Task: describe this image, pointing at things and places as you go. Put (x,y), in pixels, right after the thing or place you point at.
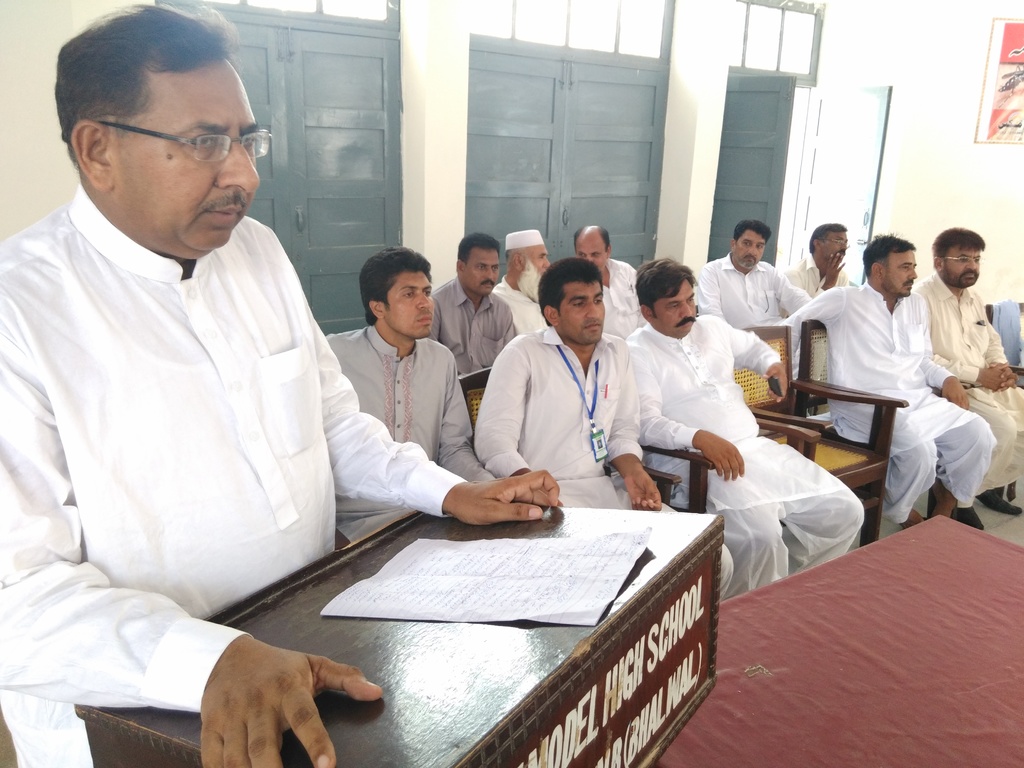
In the image we can see there are people (645,388) sitting and one is standing. They are wearing clothes (498,415) and some of them are wearing spectacles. Here we can see the podium (490,706) and on it there is a paper (545,609) and text (607,706). Here we can see the door (778,185) and the wall (933,154).
